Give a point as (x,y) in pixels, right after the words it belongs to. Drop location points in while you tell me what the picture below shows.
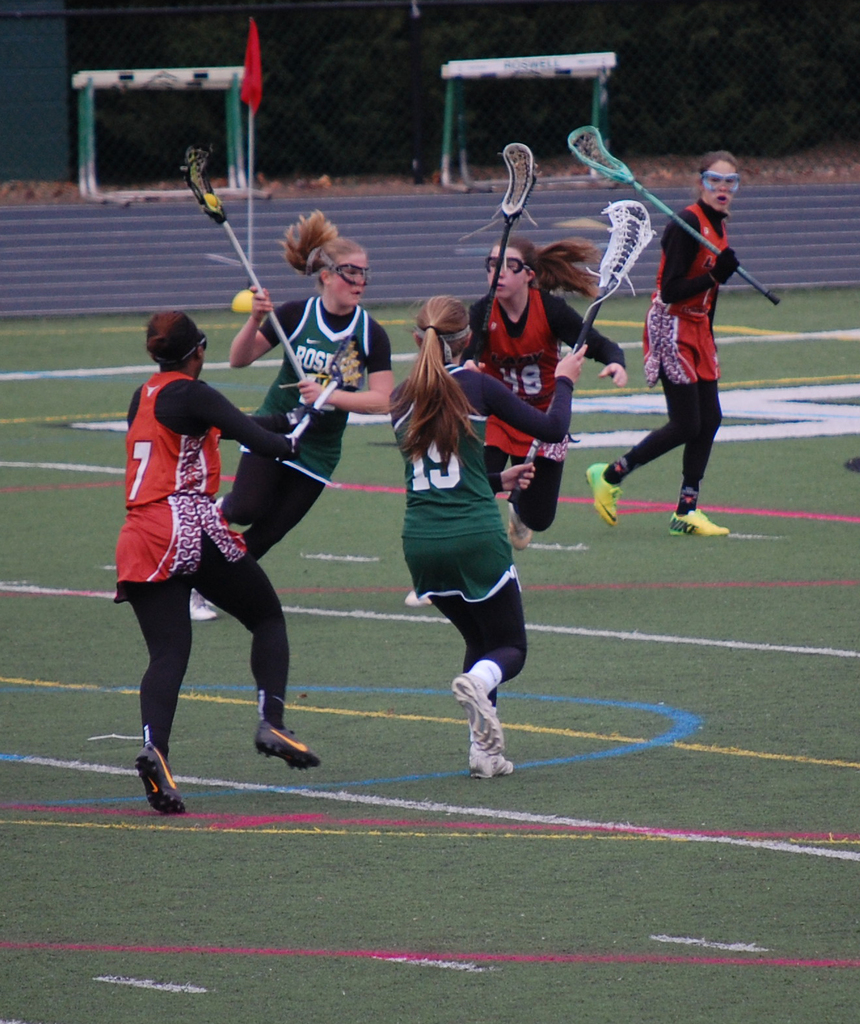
In this image, we can see a group of people (562,425) wearing clothes (189,470) and holding sticks (618,228) with their hands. There are hurdles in the top left (130,162) and in the top right of the image (580,106).
